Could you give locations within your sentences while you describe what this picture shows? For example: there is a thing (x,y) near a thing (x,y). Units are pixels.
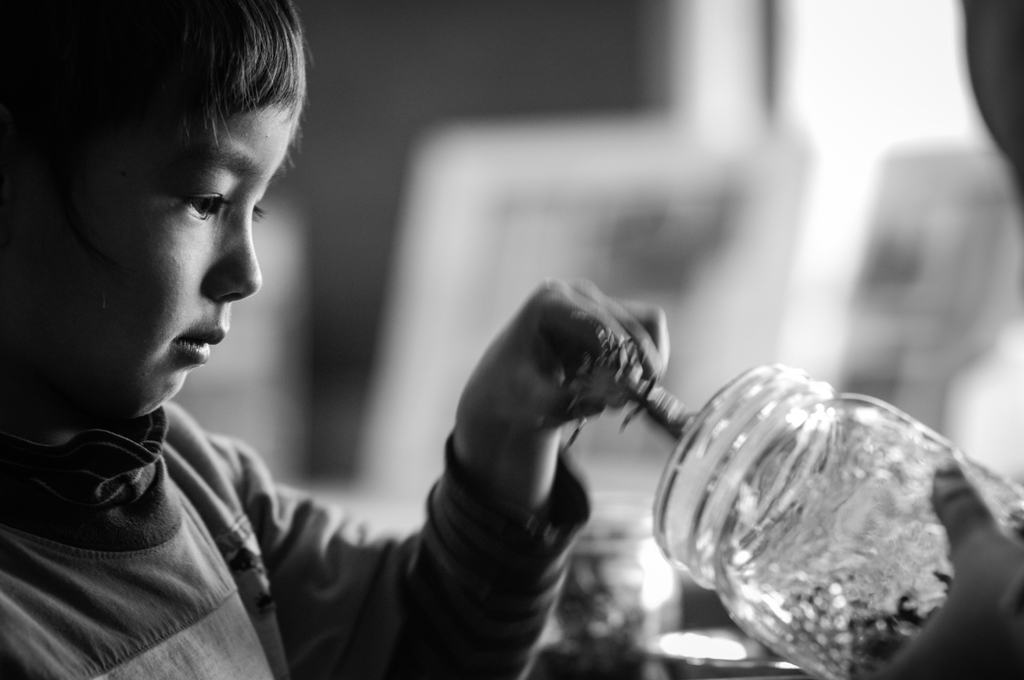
In this picture we can see a kid (174,340) is holding a thin object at a glass bottle (866,533) in the front (824,498), there is a blurry background (563,105), it is a black and white image.
